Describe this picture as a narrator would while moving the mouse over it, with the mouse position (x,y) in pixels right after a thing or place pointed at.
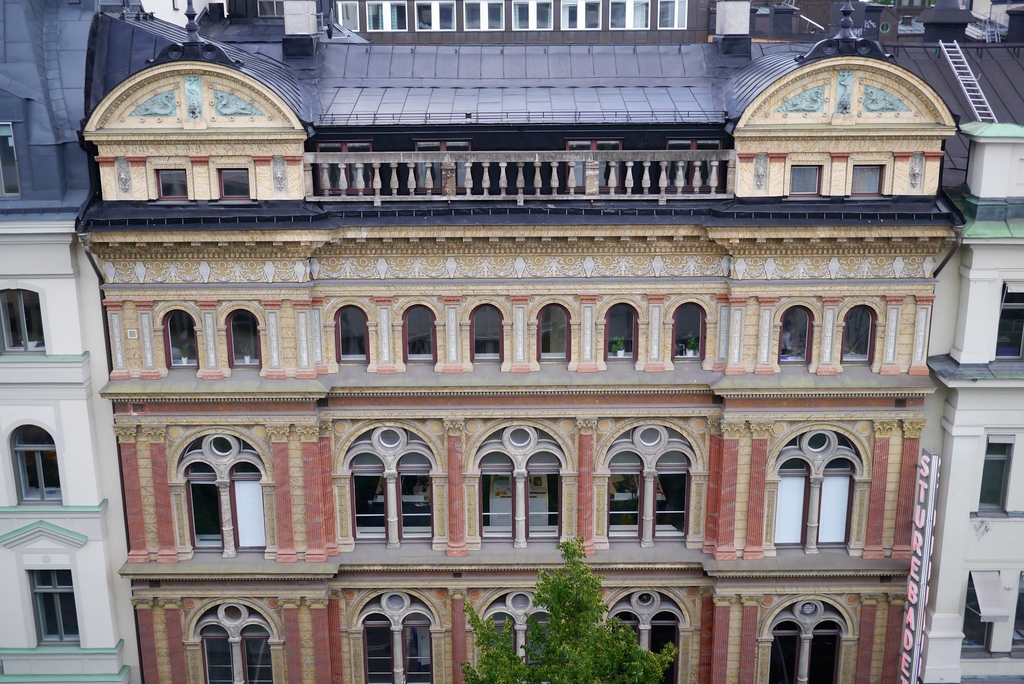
In the center of the image (658,442) there is a building (201,665). At the bottom of the image (531,624) there is a tree (543,671).
